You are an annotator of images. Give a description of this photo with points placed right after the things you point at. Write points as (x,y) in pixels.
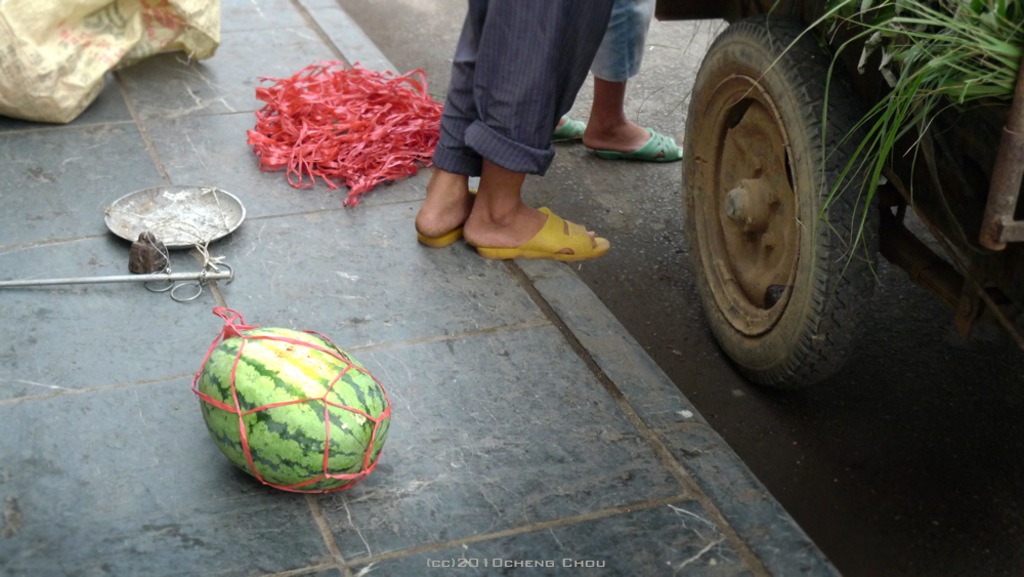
In this image we can see human legs (534,240) on the ground (339,278). In the background (921,61) we can see motor vehicle (967,228) with grass (926,42) in it, watermelon (268,331), simple balance (188,221) and a polythene bag (70,43).
